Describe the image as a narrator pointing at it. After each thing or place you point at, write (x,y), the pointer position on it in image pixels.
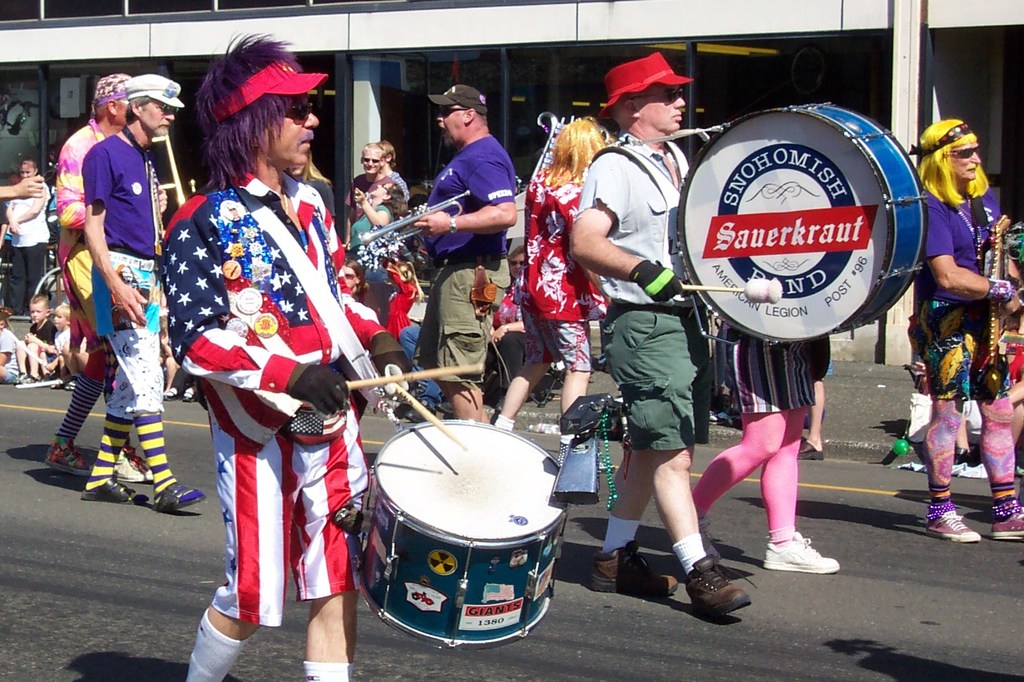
The picture is taken on the road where so many people (163,343) are standing walking and coming to the right corner of the picture (848,307) one person (609,318) is walking and playing drums (767,255) and wearing red hat (627,67) and to the left corner of the picture (255,167) another person (260,260) is walking and playing drums (409,612) and wearing red hat (272,87) and behind them there is a building (453,69) with glasses (879,50).
